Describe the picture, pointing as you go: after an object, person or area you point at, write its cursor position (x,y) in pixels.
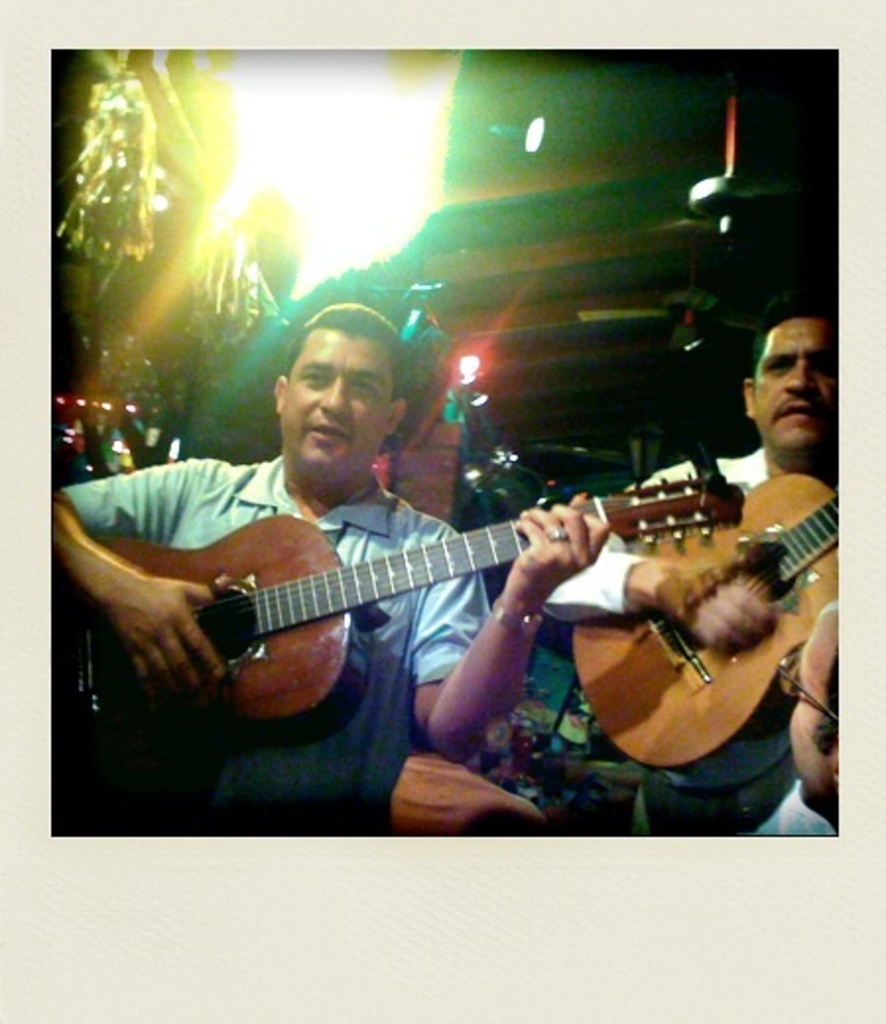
In this picture we can see two people (710,611) are playing guitar (232,604), in the background (402,188) we can find couple of lights (355,242).
